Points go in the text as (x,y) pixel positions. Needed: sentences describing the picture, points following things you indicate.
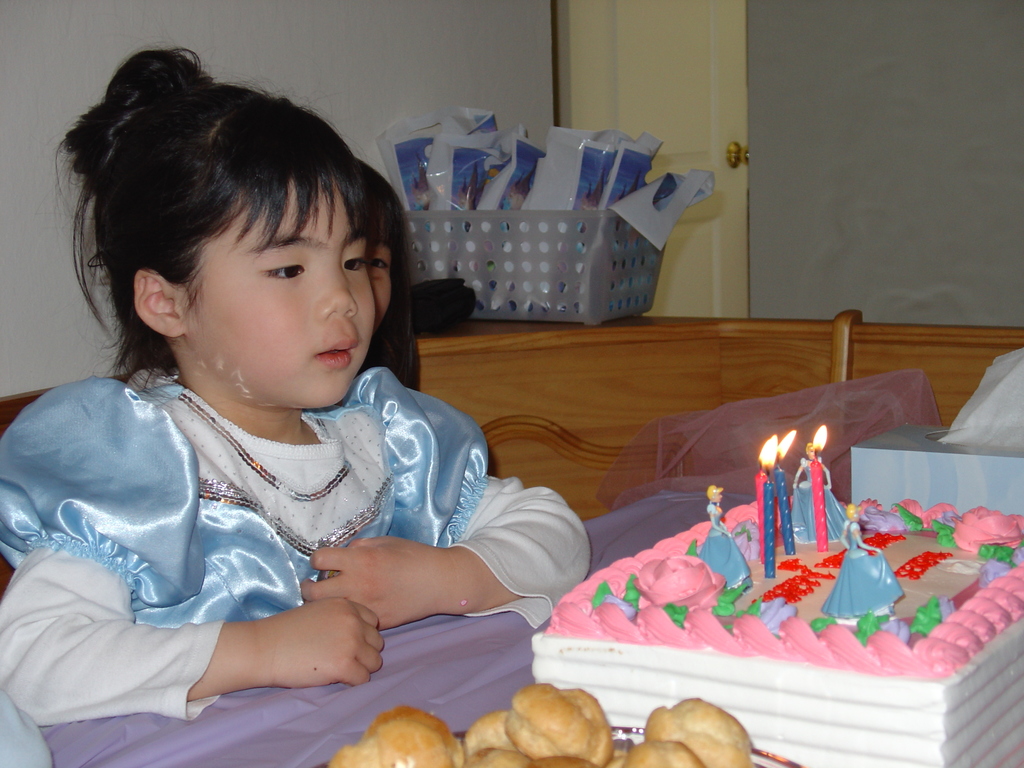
In this image we can see a kid (222,524) wearing blue and white color dress (173,506) sitting on a chair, there is a cake (768,607) which is in pink and white color and there are some candles (782,525) on it, there are some food items (492,732) on the table (329,748) and in the background of the image (648,287) there are some objects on the desk (603,390).
